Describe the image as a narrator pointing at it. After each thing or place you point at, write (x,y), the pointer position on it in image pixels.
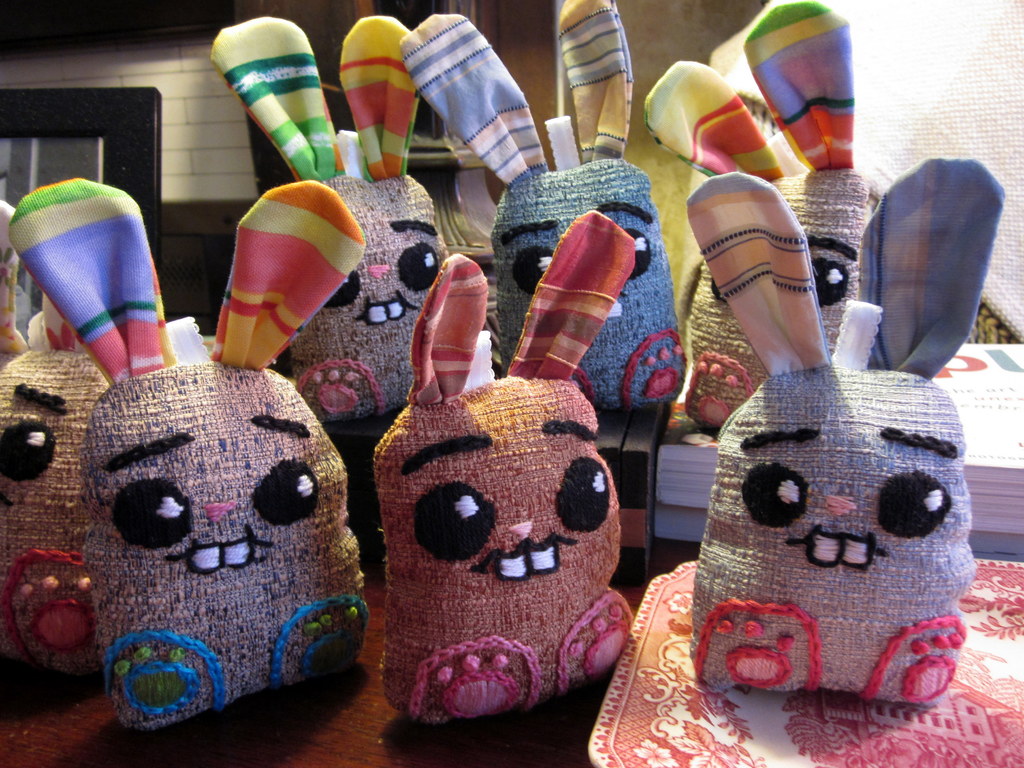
As we can see in the image there are white color tiles (178,133), frame (120,180), bunny toys (269,303) and tables (366,578).
